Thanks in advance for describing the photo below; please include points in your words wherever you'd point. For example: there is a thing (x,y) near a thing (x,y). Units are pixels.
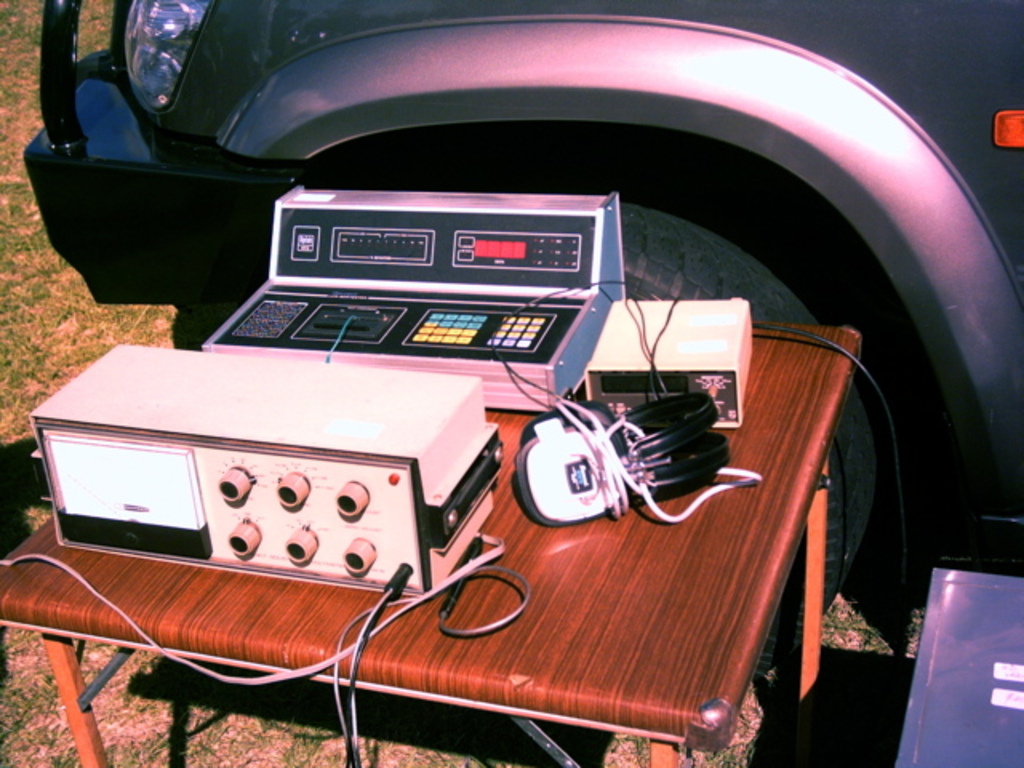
In this image there is grass (251,732) at the bottom (258,726). There is a table (568,703) with machines (715,344) and objects (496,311) on it in the foreground (415,349). And there is a vehicle (712,23) in the background (754,128).
